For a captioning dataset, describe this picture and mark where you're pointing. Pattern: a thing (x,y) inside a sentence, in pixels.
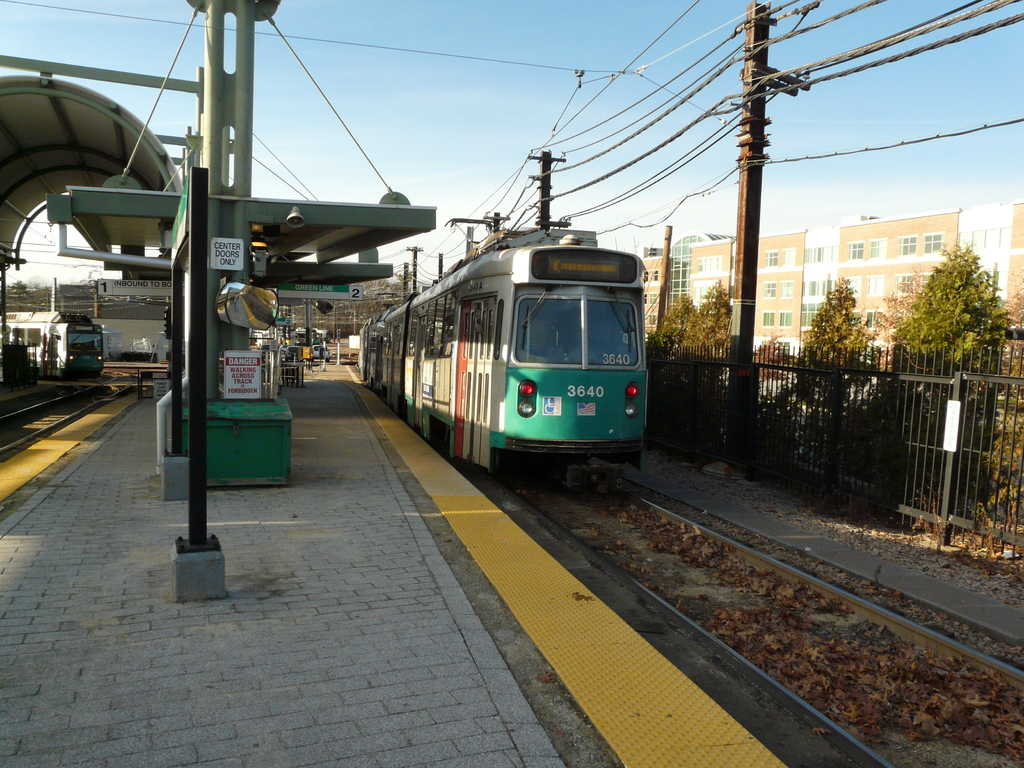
In this image there is a train (612,420) on the rail track (1013,675). Beside there is a platform (322,563) having a roof (288,228). A board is attached to the poles (194,511). Left side (60,352) there is a train (46,345) on the rail track (62,393). Right side (967,399) there is a fence (689,382). Behind there are few plants (1006,425). There are few poles (470,250) connected with wires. Right side (692,271) there are few buildings (702,262). Top of the image (652,156) there is sky (412,97).
